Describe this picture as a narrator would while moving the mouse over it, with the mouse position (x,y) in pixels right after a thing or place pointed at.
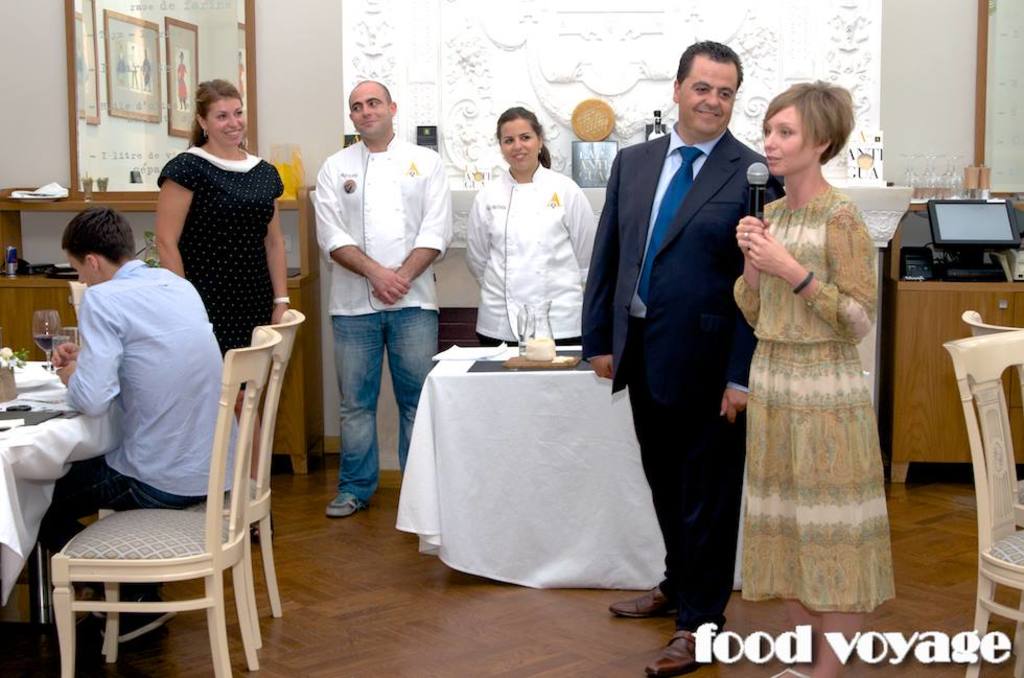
In this picture we can see a group of persons (141,366) where here the person (731,179) wore blazer (637,193), tie (673,174) and beside to his woman (808,309) talking on mic (764,207) and here the three persons (441,177) are looking at them and smiling on left side (141,289) person (131,333) sitting on chair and in front of him there is table (30,388) and on table (32,366) we can see glass (44,329) and in background (85,74) we can see frames (179,49), wall (364,73), monitors (965,223), glasses (938,195), cupboards (948,442), chair (967,366).
